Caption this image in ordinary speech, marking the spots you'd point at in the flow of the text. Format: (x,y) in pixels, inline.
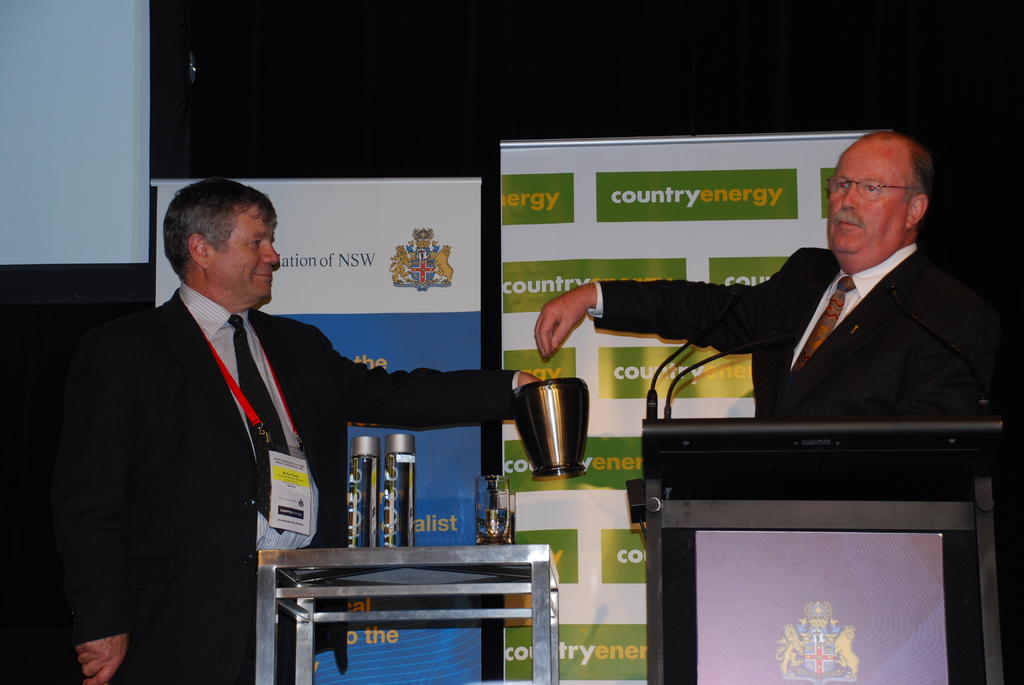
In this picture we can see two men (499,411), and they are standing, the left side person (398,399) is holding a jug (553,460), in front of them we can find few microphones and bottles (397,499), in the background (322,278) we can see hoardings (505,286).
